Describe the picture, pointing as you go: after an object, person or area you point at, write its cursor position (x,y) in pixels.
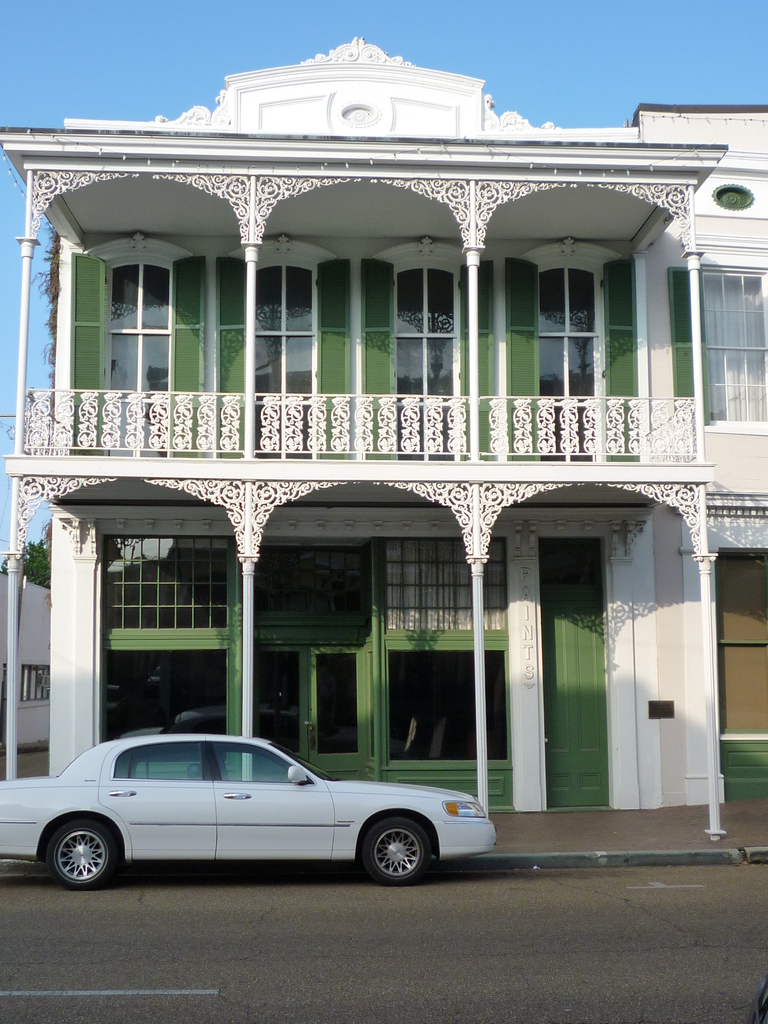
In the image there is a building (385,399) in the back (149,435) with car (328,777) going in front of it on the road (735,930) and above its sky (113,76).
